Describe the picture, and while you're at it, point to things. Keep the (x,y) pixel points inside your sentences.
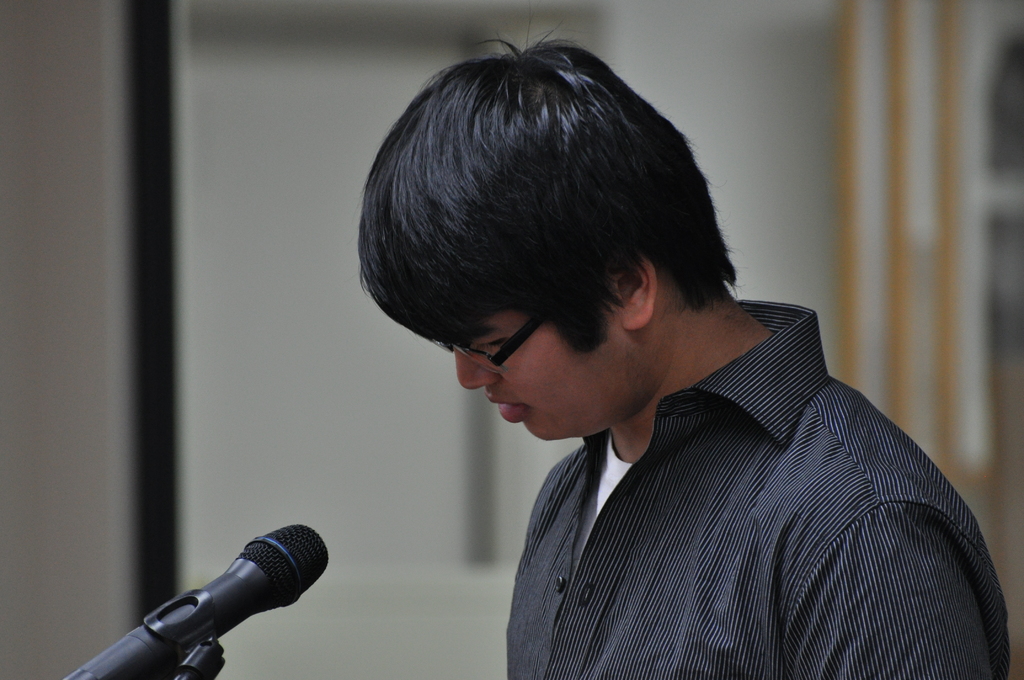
This image consists of a man (667,523) wearing a black shirt (591,592). In front of him, there is a mic (227,605) along with stand (211,651). In the background (325,147), it looks like a wall (448,523) and the background (42,190) is blurred.
